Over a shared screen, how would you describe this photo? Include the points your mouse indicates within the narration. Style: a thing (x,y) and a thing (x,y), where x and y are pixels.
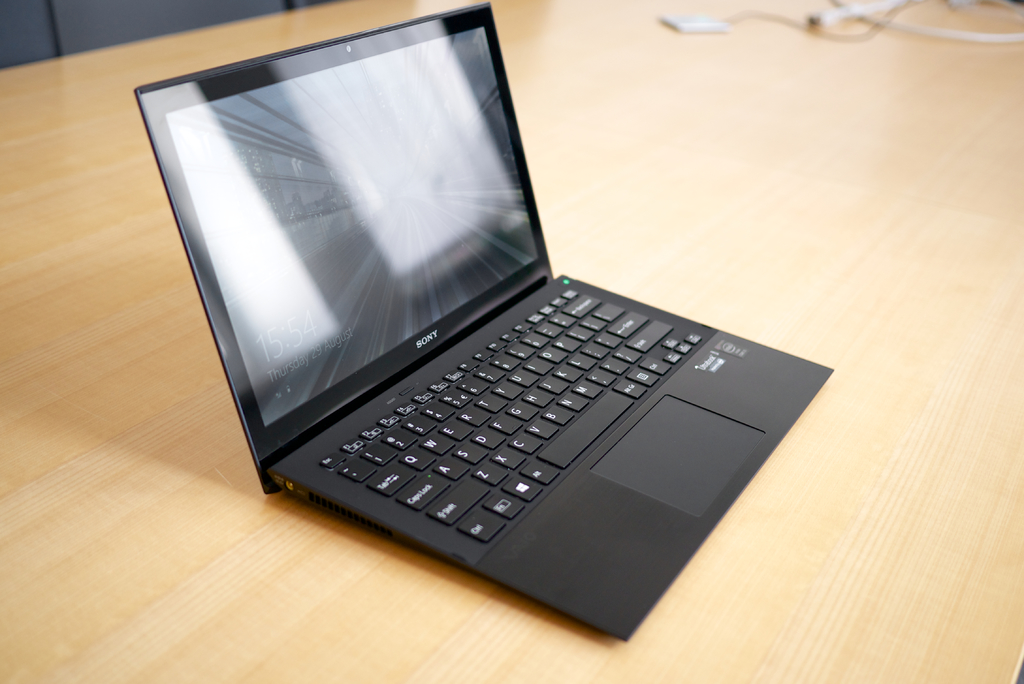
In this image there is a laptop (674,460) placed in a table (668,305).
